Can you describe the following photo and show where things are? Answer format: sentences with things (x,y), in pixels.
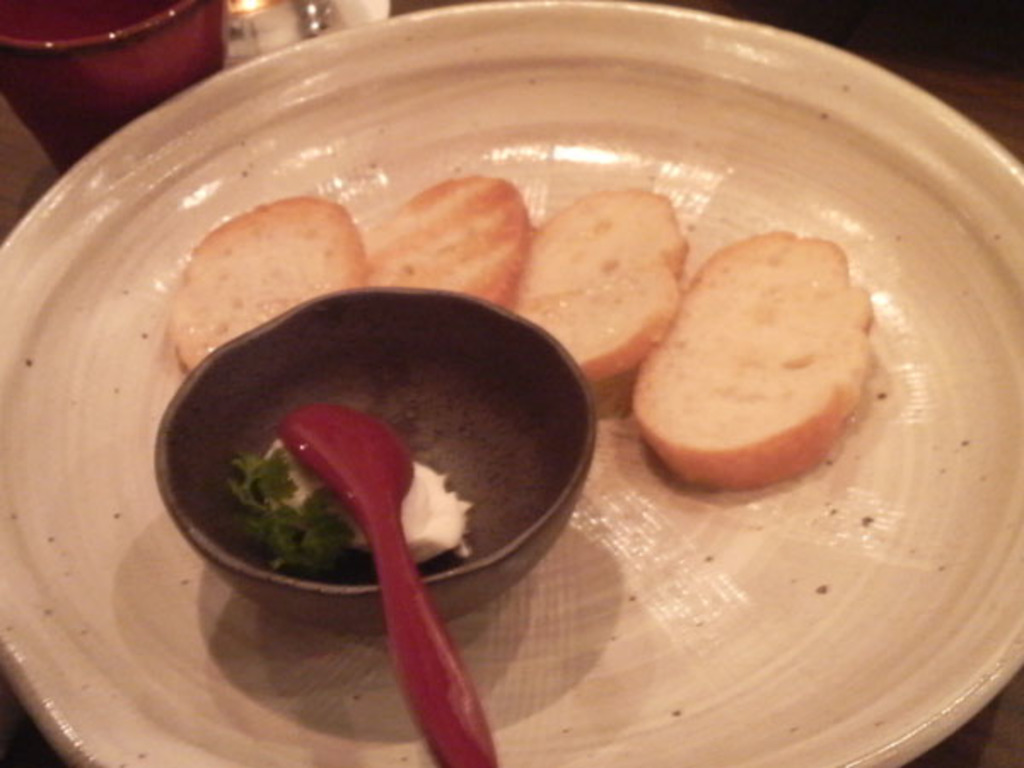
In this image I can see a plate (980,510) and in the plate (928,450) I can see a food item (755,343) which is cream and brown in color. I can see a bowl (513,383) and a spoon (398,505). I can see few other objects (233,2).
